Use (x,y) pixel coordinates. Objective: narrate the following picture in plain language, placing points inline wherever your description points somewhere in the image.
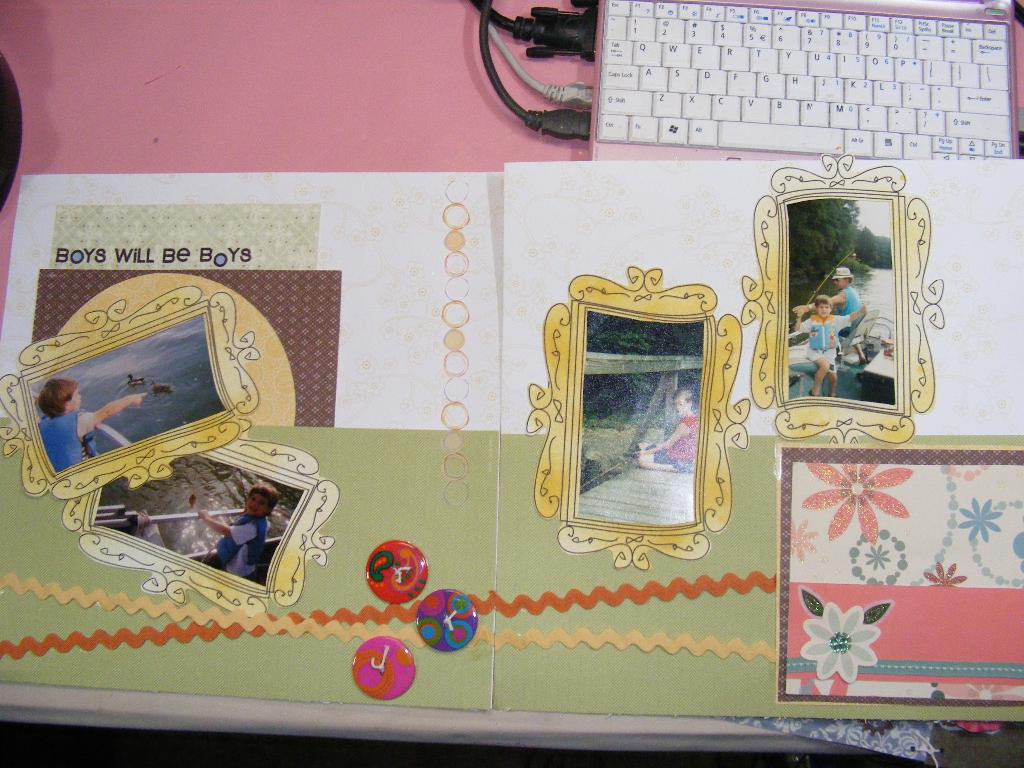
There are some cards (409,495) with images (177,417) are kept on a pink table (228,125) at the bottom of this image (143,536), and there is a white color laptop (701,112) is connected with some wires (573,119) at the top right corner of this image (702,49).
